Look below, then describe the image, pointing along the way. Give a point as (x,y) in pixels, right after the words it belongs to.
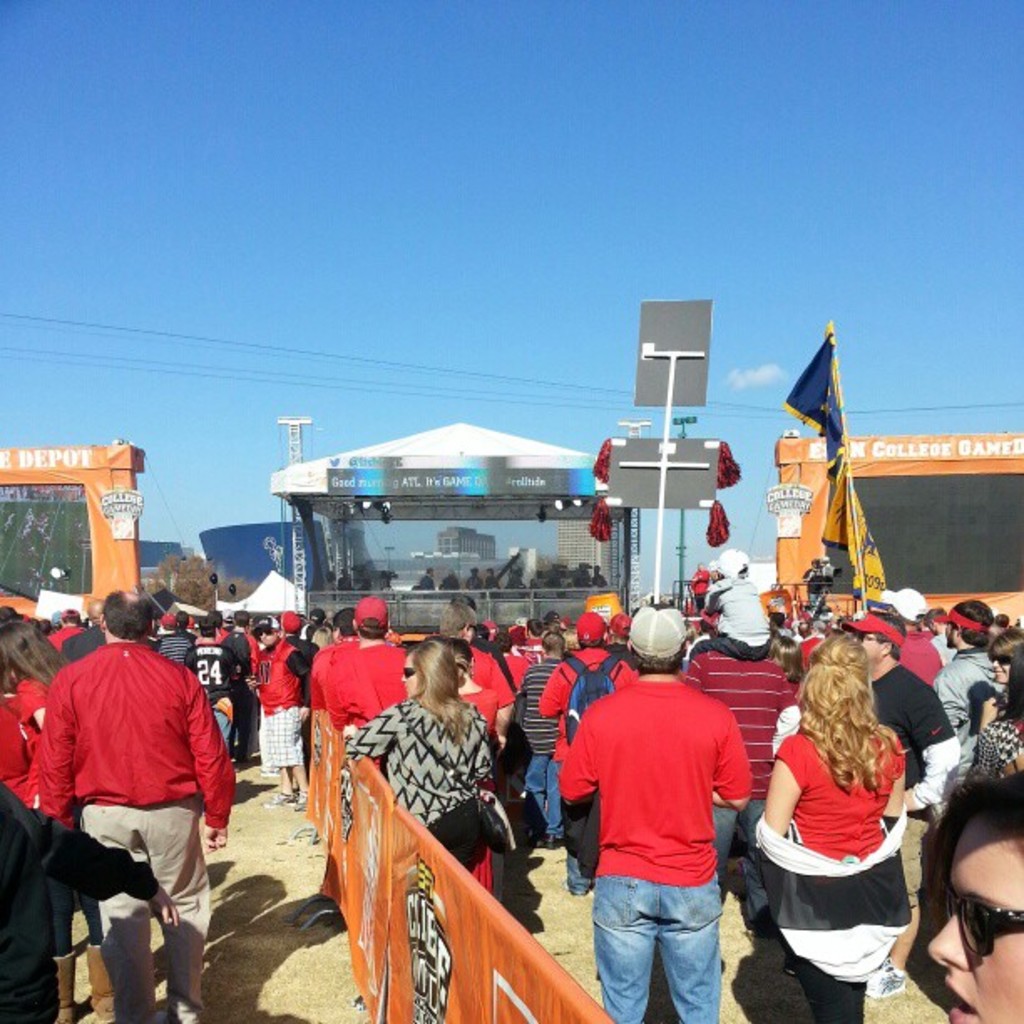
In this picture we can see there are groups of people (703,570) standing on the path (296,871) and in between the people (283,739) there are banners (335,775). In front of the people (303,729) there are poles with flags (815,410) and boards (683,485) and stages (457,515). Behind the stage (341,541) there are trees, cables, sky (355,150) and other objects (162,558).
